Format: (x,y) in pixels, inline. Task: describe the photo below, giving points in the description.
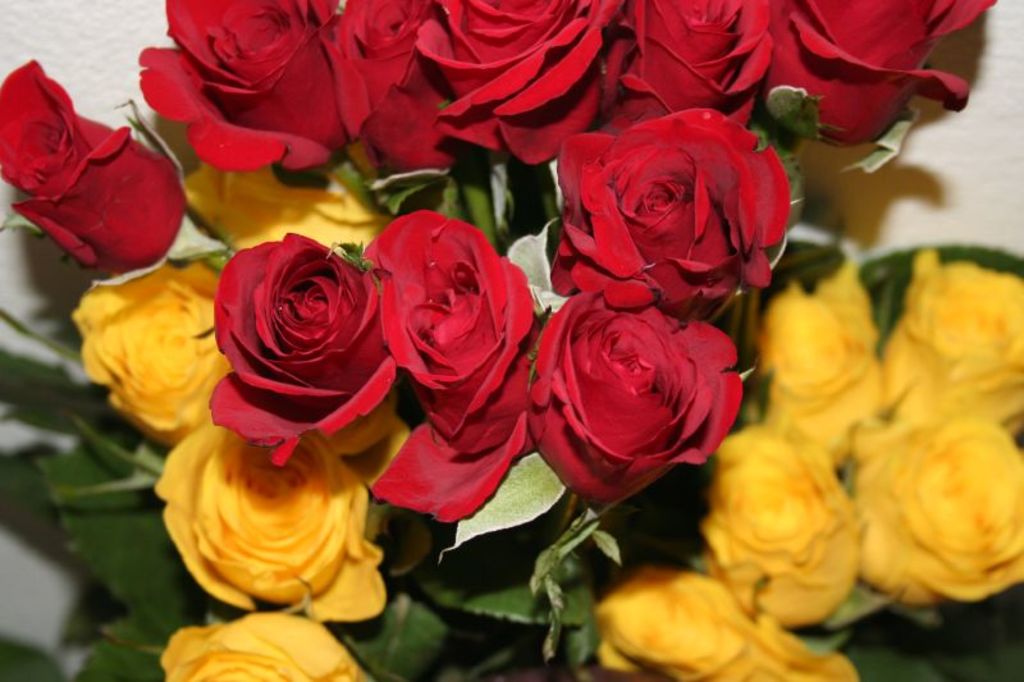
In the picture we can see a group of flowers (801,518) to the plant (437,644), some flowers (498,396) are red in color and some are yellow in color.
